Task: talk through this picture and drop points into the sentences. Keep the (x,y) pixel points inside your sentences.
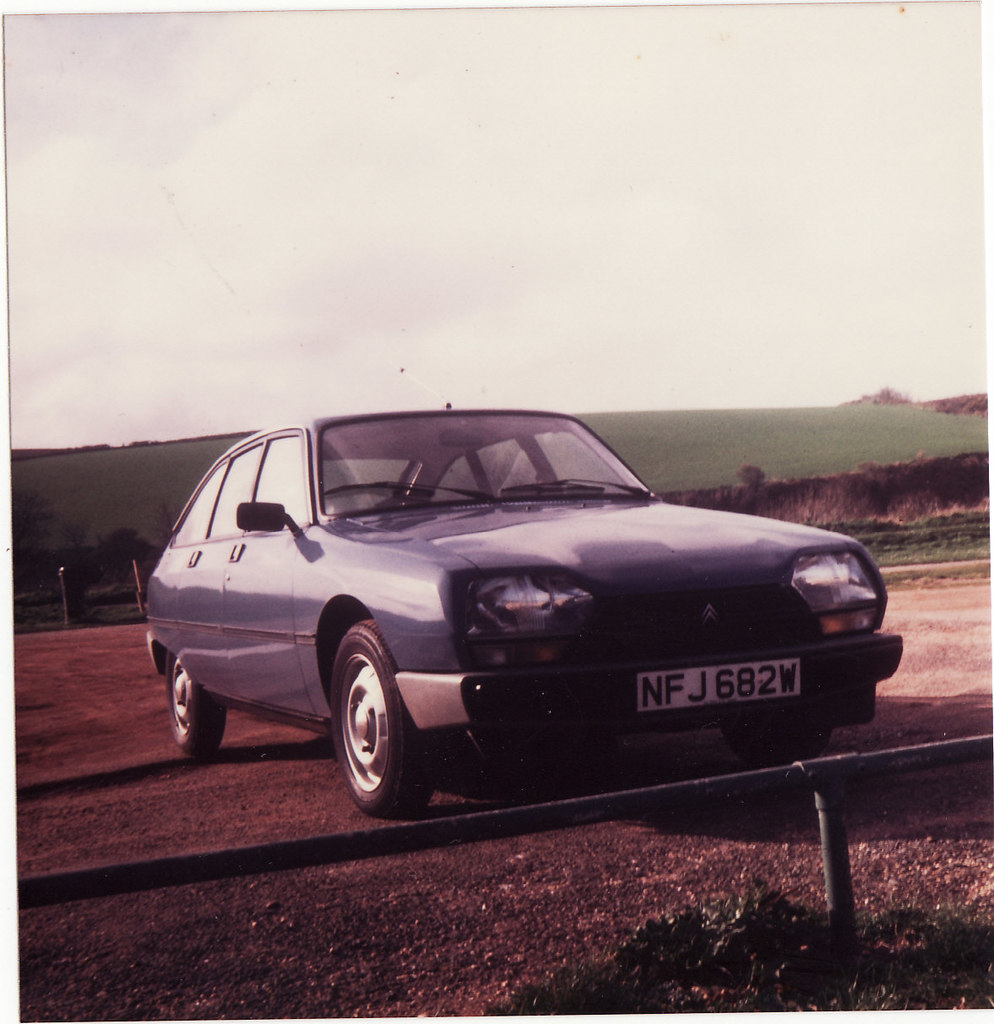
In the picture we can see a car (610,621) which is parked on the muddy path (71,641) and near it, we can see a railing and the car (368,764) is blue in color and behind the car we can see a plant (925,500) and a sky (564,288) with clouds (281,326).
